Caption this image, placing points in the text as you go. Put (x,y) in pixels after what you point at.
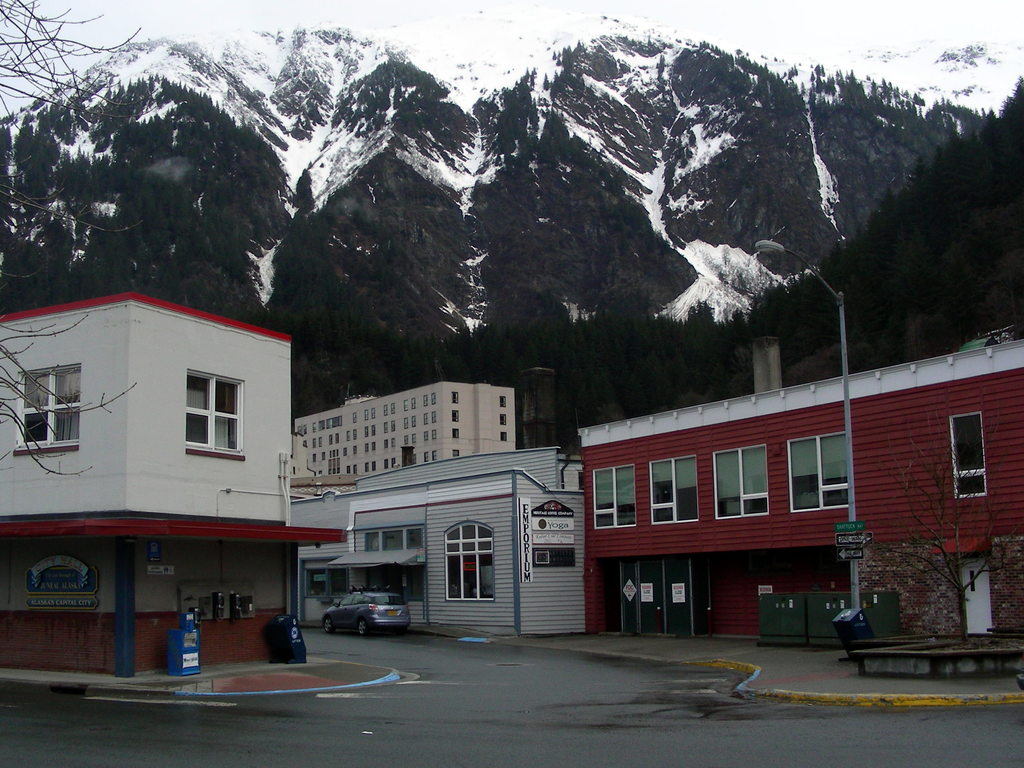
There is a road (512,692) and there are buildings (509,596) on either sides of it and there is a mountain (419,132) covered with snow (344,121) in the background (392,96).
